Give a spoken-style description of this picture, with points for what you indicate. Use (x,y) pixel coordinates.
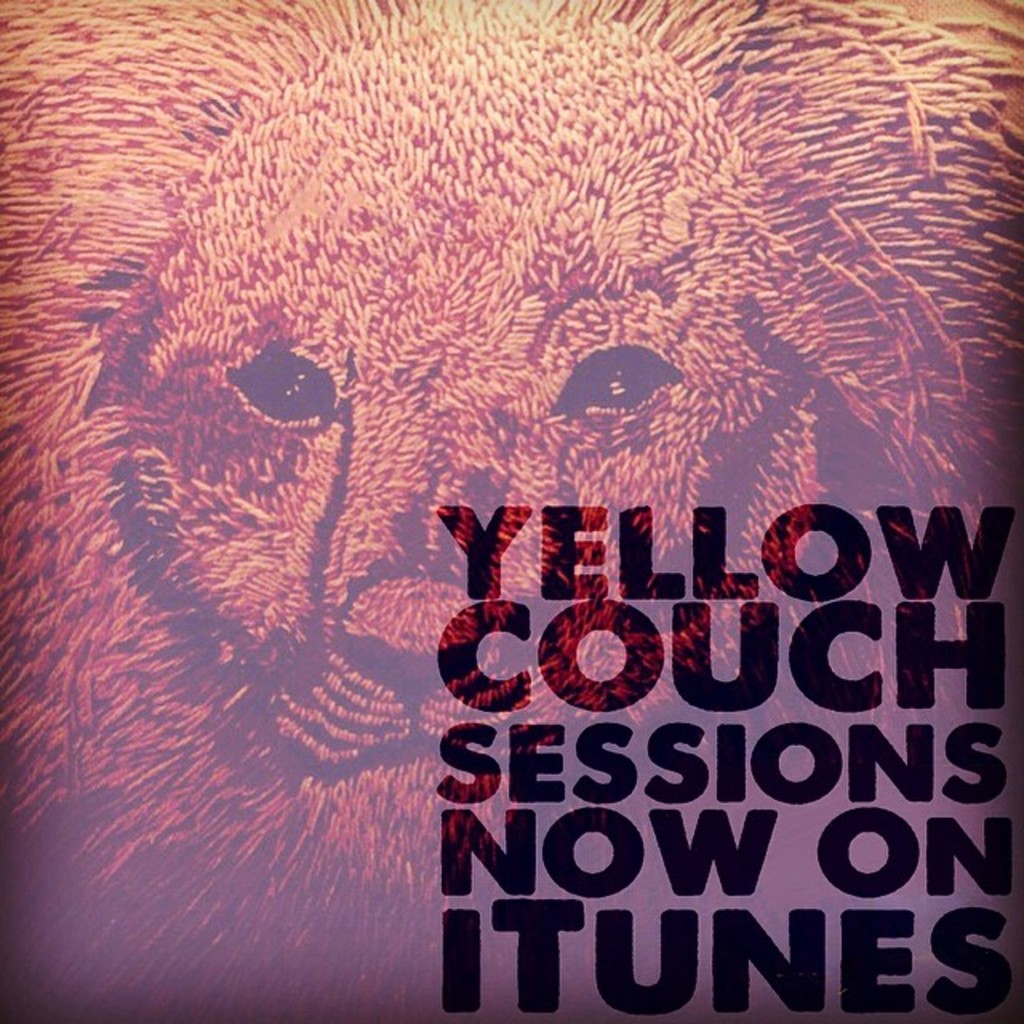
In center of the image (357,433) we can see a picture of a lion (457,548). At the bottom (928,823) there is text (733,861).
